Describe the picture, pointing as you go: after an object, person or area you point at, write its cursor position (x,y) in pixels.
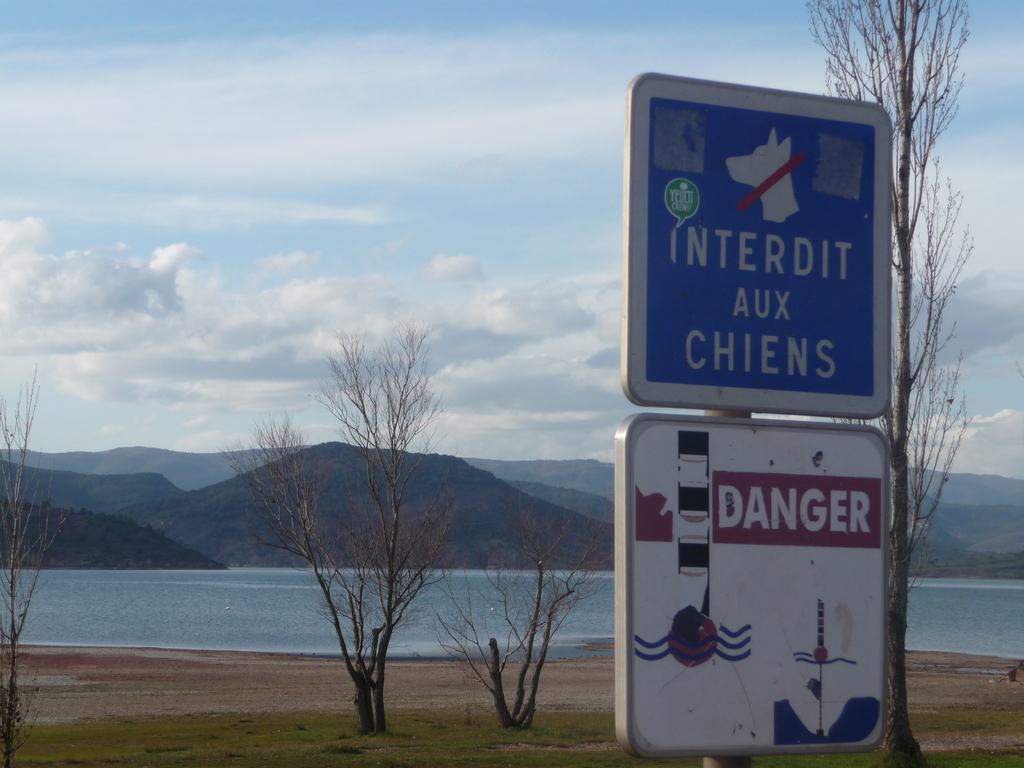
In this picture, we can see some sign boards (781,684), ground (319,666), grass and we can see some dry trees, water (162,586), mountains (304,456) and the sky (527,158) with clouds (513,158).
